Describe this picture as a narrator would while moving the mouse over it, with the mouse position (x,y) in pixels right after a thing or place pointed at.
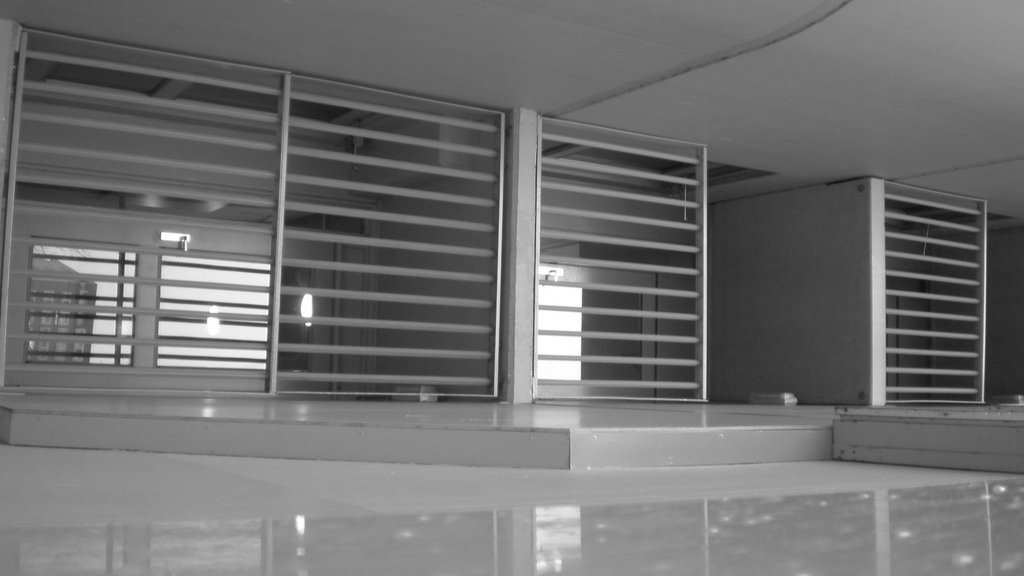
In this image we can see the wall (715,305), light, window grilles (288,349), floor (624,493) and also the ceiling (704,86).
